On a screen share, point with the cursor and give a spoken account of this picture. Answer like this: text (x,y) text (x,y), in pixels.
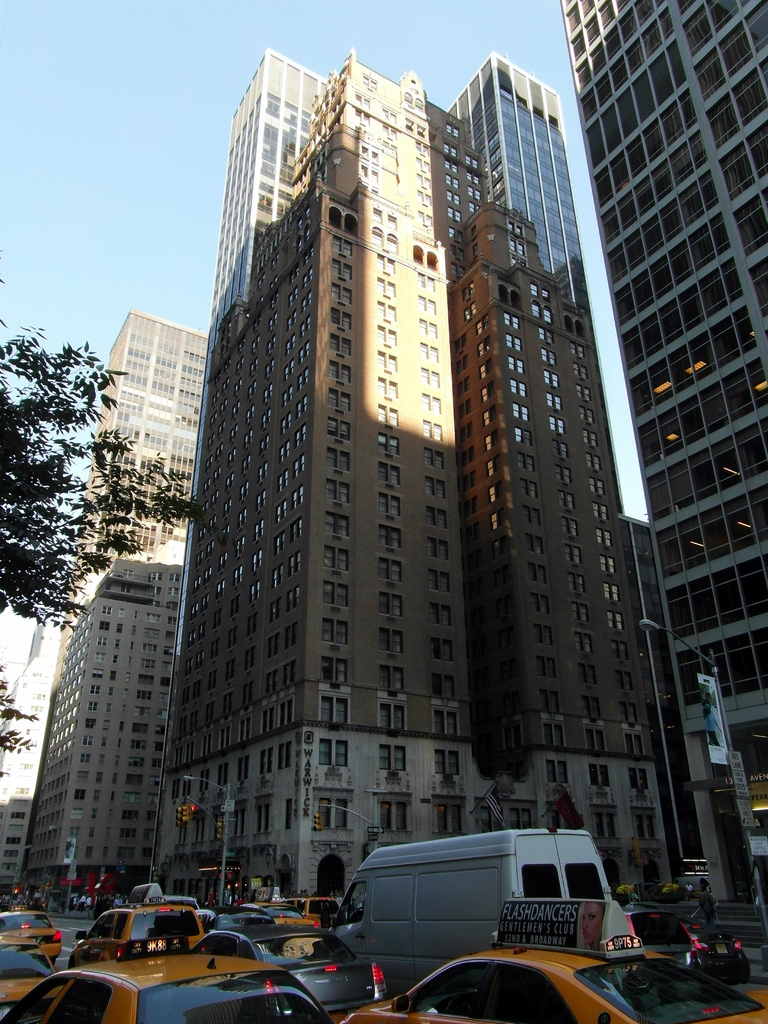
This image consists of many vehicles (322,941) and skyscrapers (394,517). At the top (140,147), there is sky (140,147). On the left (24,580), there is a tree (43,464). At the bottom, there is a road (78,914). And we can see few people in this image.
